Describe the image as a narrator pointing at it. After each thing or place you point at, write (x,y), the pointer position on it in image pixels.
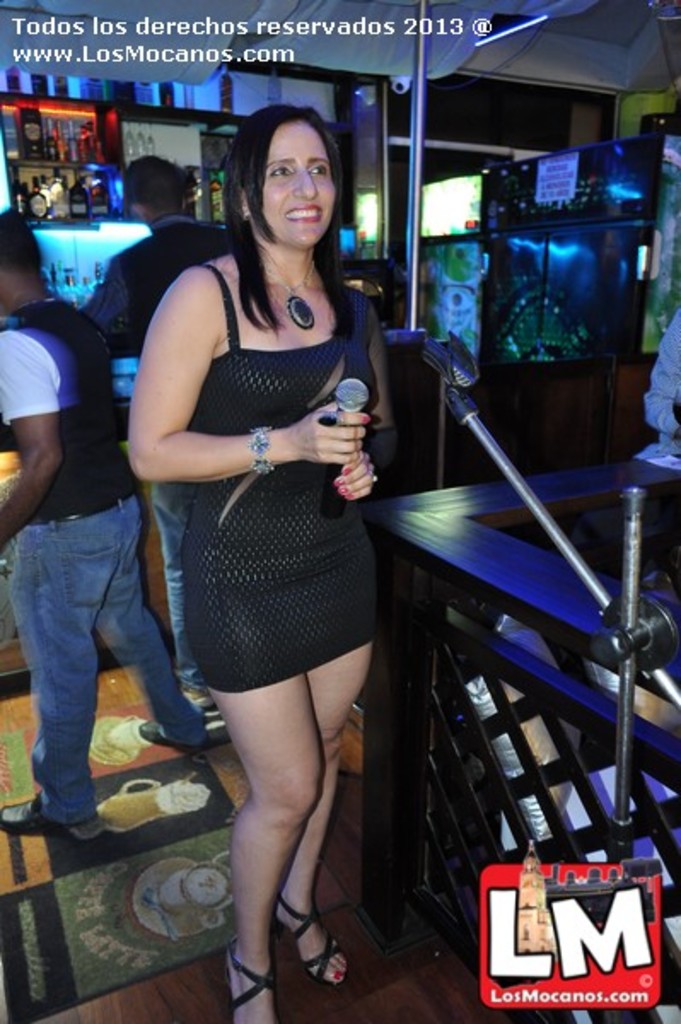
In the center of the image (312,402) there is a woman (289,399) standing with mic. In the background (402,240) we can see persons (19,292), bottles (41,184) arranged in shelves (89,107), refrigerator (475,239) and wall (631,105).
